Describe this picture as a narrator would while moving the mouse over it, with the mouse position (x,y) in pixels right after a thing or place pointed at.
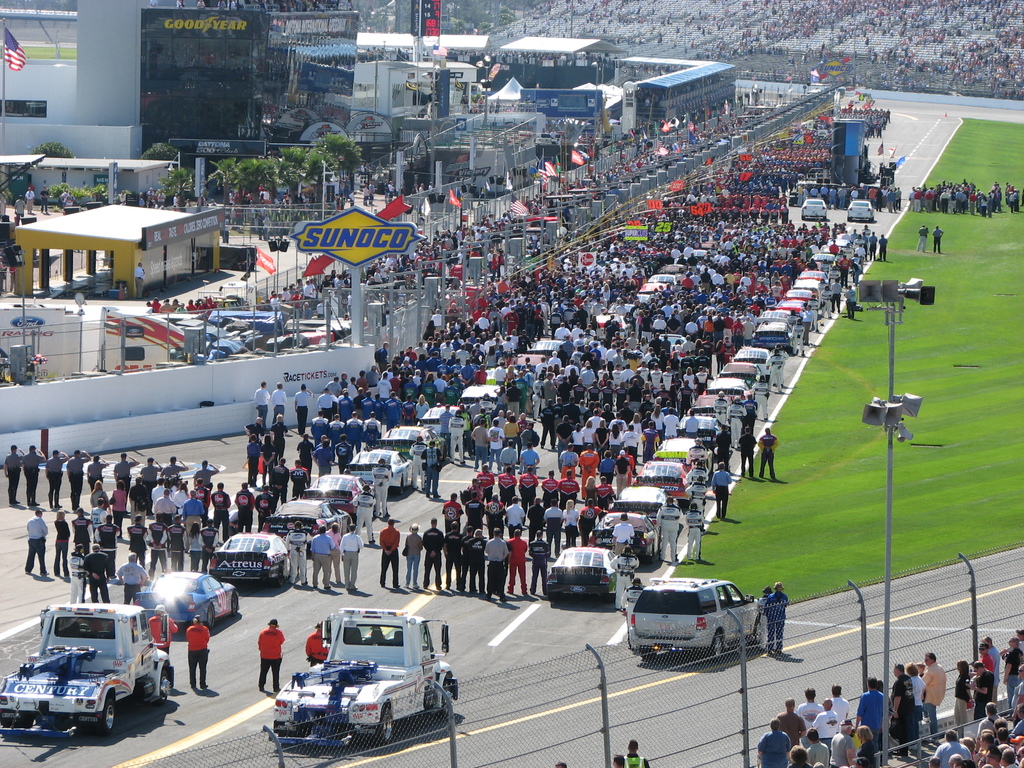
In the center of the image (371,483) we can see vehicles (326,520) and crowd (645,353) on the road (288,621). In the background (211,41) there are buildings (767,85) and ground (948,266). There are sheds (195,241), trees (182,196) and flags (7,45). At the bottom (594,673) there is a fence (870,666) and we can see a pole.
